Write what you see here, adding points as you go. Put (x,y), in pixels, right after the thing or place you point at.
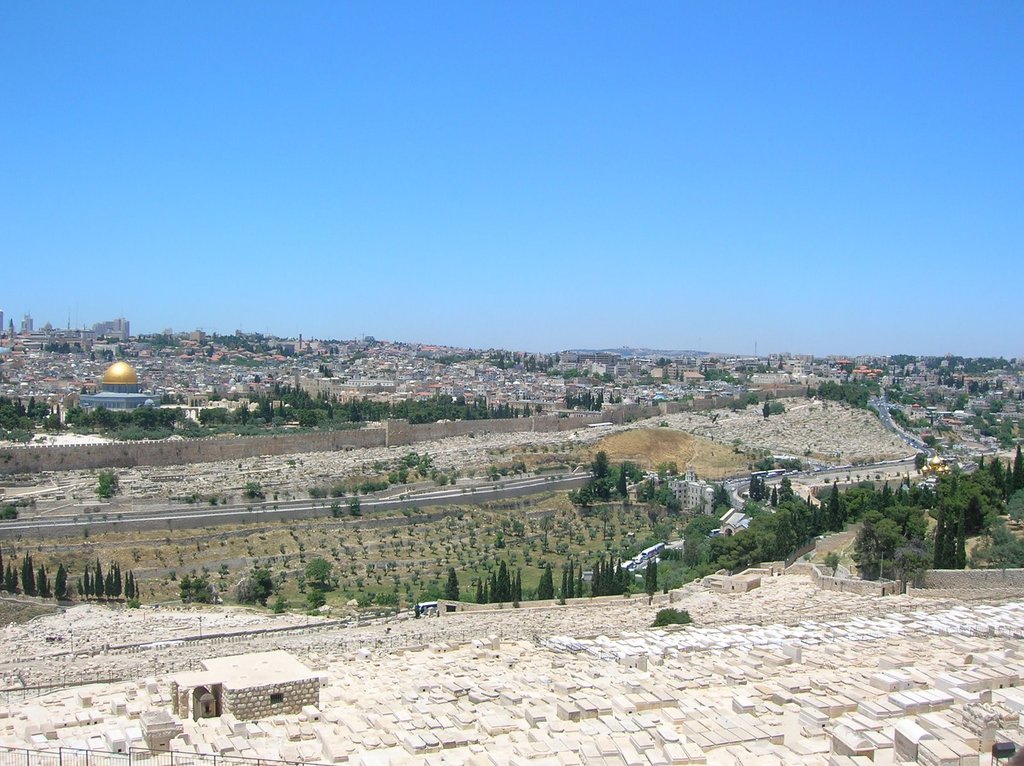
This image is clicked from a top view. There are many houses (279,661) on the ground (334,498). In the center (627,505) there are trees (607,578) and grass (410,554) on the ground (394,565). Beside the trees (665,488) there is a road (227,509). In the background (354,395) there are buildings (118,362). At the top (462,137) there is the sky (412,153).
